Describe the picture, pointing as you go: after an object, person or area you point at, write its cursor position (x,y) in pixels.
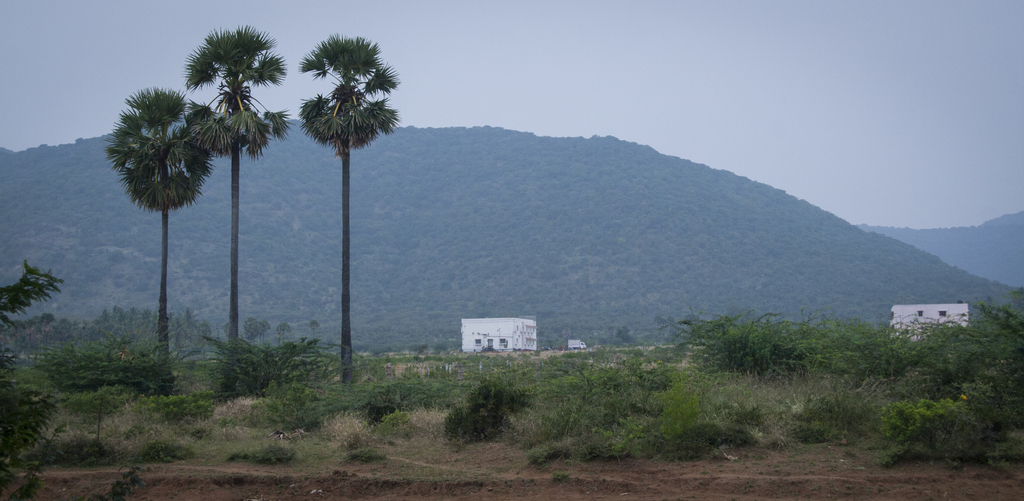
In this picture we can see grass (393,437), trees (57,349) and plants (599,374). In the background of the image (913,303) we can see buildings (473,341), vehicle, hills (607,256) and sky (577,91).
